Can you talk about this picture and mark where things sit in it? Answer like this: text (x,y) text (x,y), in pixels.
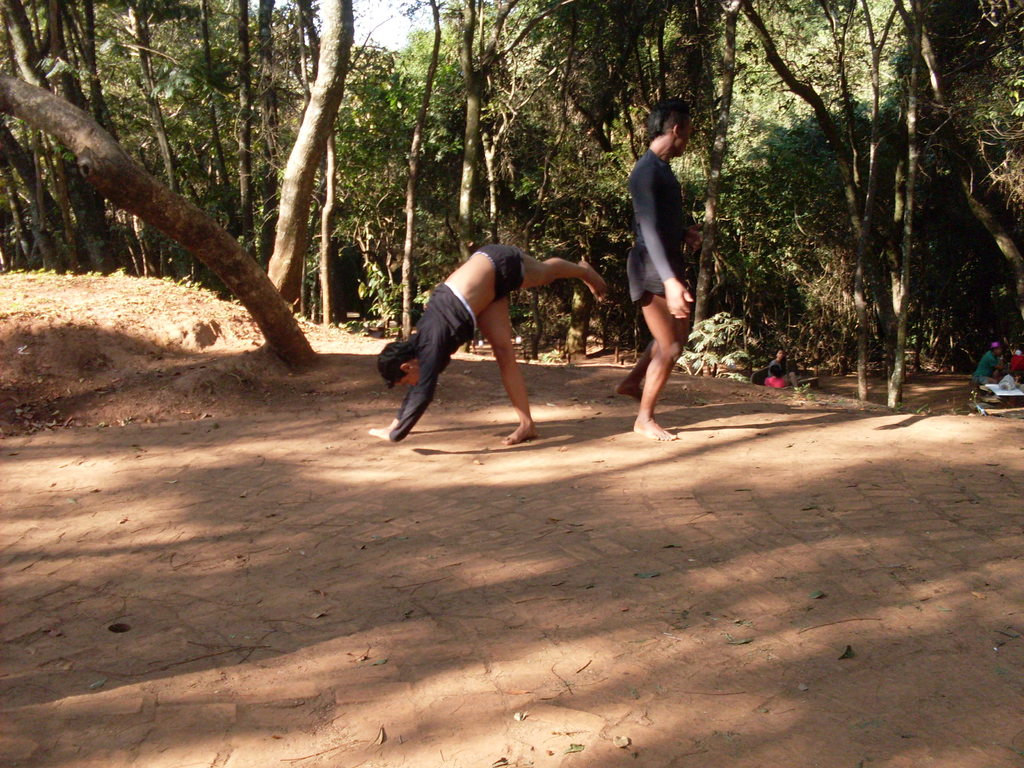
In this picture there is a man (655,229) who is wearing t-shirt (673,215) and short (642,257). Beside him there is another man (457,295) who is doing a stunt. In the background (54,105) I can see many trees (469,81), plants (720,314) and grass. On the right (1013,358) background (979,369) I can see some people (988,358) were sitting near to the table (1022,396). On the table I can see the plastic covers (1005,383). At the top (373,5) there is a sky (382,28).
